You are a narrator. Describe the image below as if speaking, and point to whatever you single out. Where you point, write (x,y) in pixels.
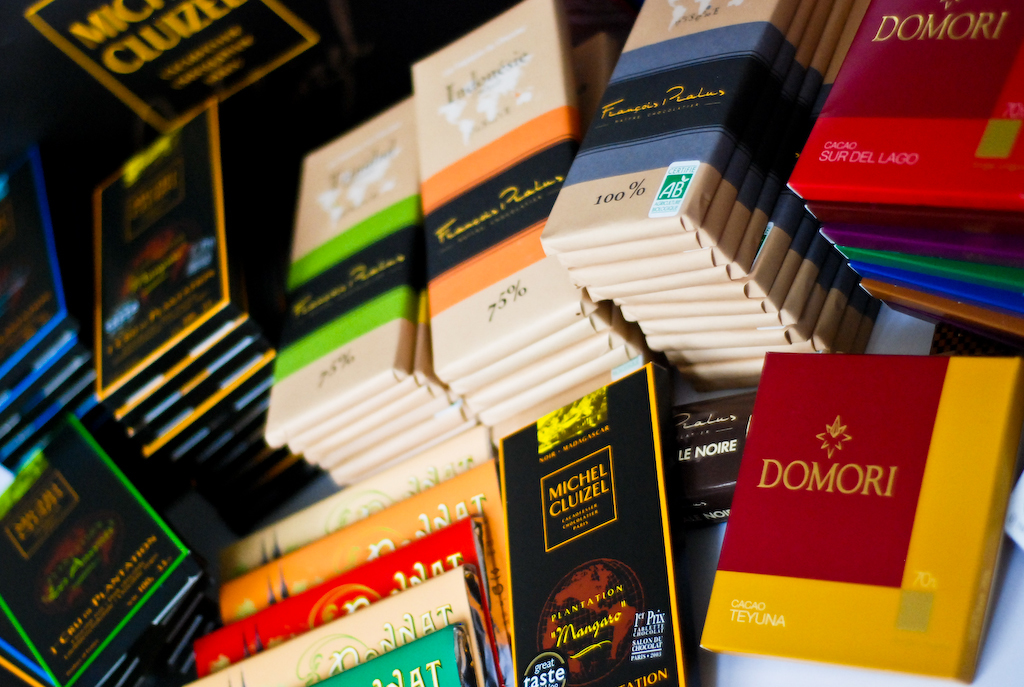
In this picture I can see there are few objects (500,609) placed on the table (1009,628) and they are packed in different colored wrappers (417,461).
